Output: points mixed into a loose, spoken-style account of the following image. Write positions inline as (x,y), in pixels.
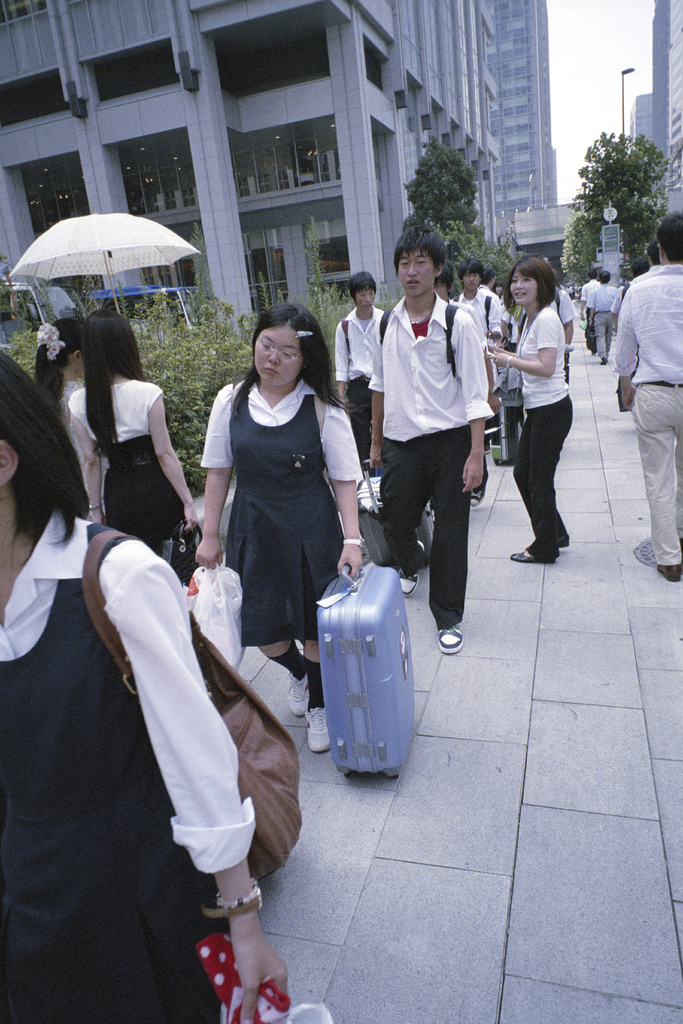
As we can see in the image there is a building (402,90), sky (603,79), plants (176,334), umbrella (125,239), few people (265,383) here and there and this woman (290,395) is holding suitcase (382,668).
